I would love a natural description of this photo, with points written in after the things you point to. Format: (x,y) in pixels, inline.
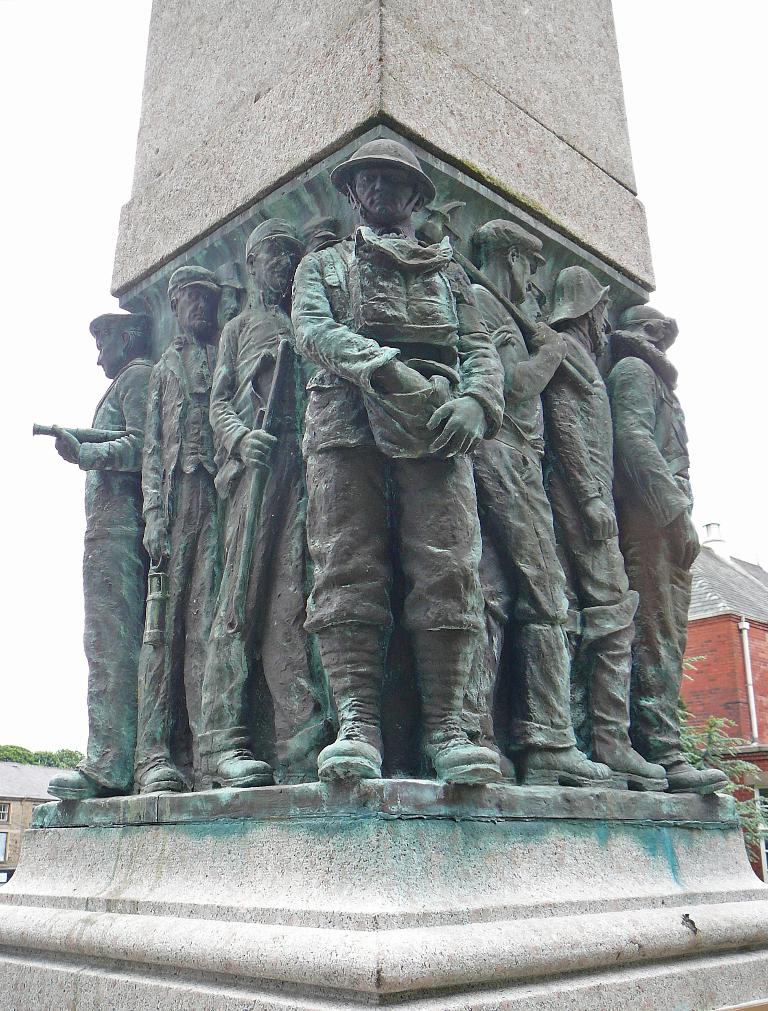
In this image we can see statues (289,426) of few persons (270,589) on a tower (345,80). In the background (25,521) there are plants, buildings (13,849), pipe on the wall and sky (658,29).
